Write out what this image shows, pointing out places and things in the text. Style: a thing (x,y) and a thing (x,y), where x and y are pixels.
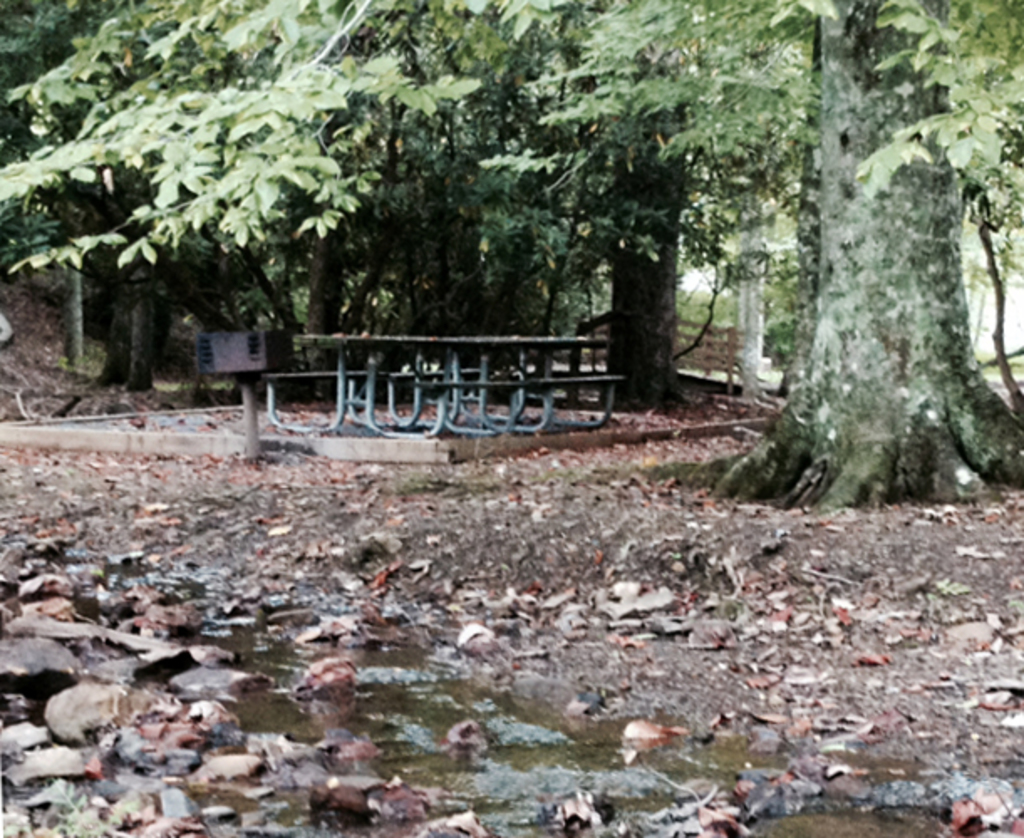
On left side (156,666), there are water (633,799) and stones (159,757) on the ground (864,543). In the background (942,308), there are trees (643,112), benches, a table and dry leaves (770,412) on the ground (770,412).
